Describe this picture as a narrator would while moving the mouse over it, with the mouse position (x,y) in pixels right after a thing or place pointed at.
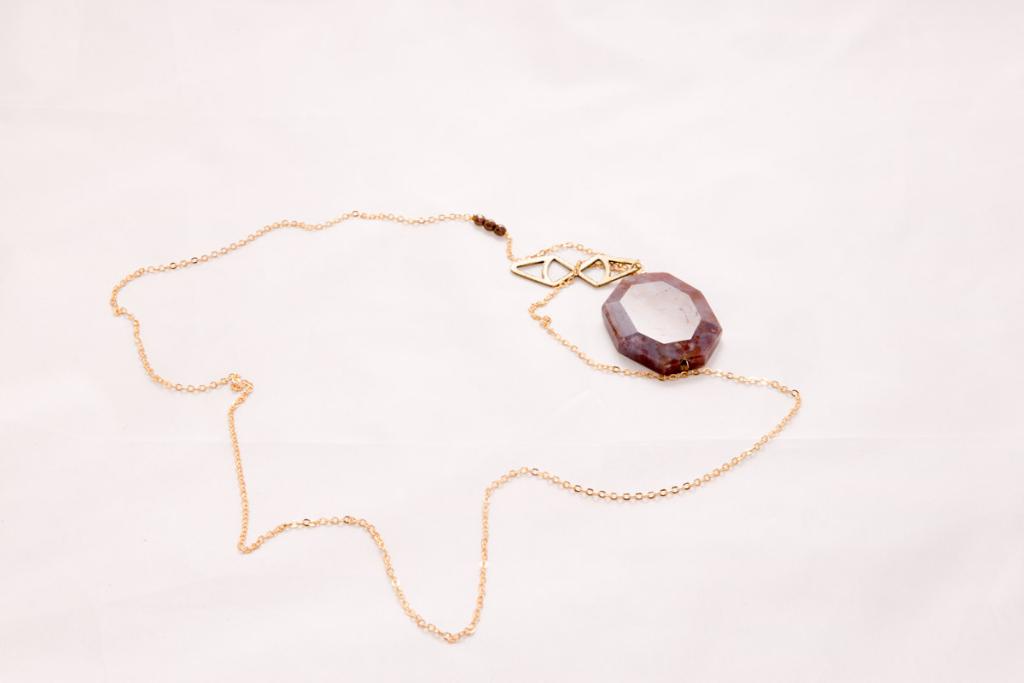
In this image I can see a golden colour necklace (244,503) on the white colour surface (582,168).
